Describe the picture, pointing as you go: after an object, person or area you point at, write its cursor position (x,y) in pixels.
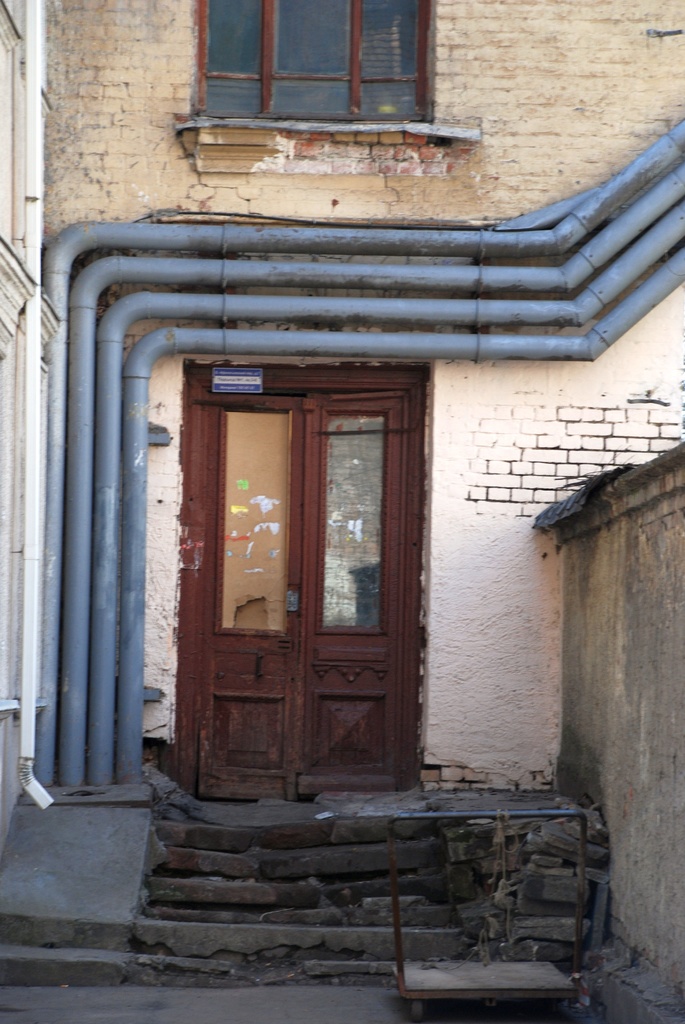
In this image we can see the wall (646,717), door (262,572) and the brick wall (246,199) with glass windows (233,115) in the background (301,134).
